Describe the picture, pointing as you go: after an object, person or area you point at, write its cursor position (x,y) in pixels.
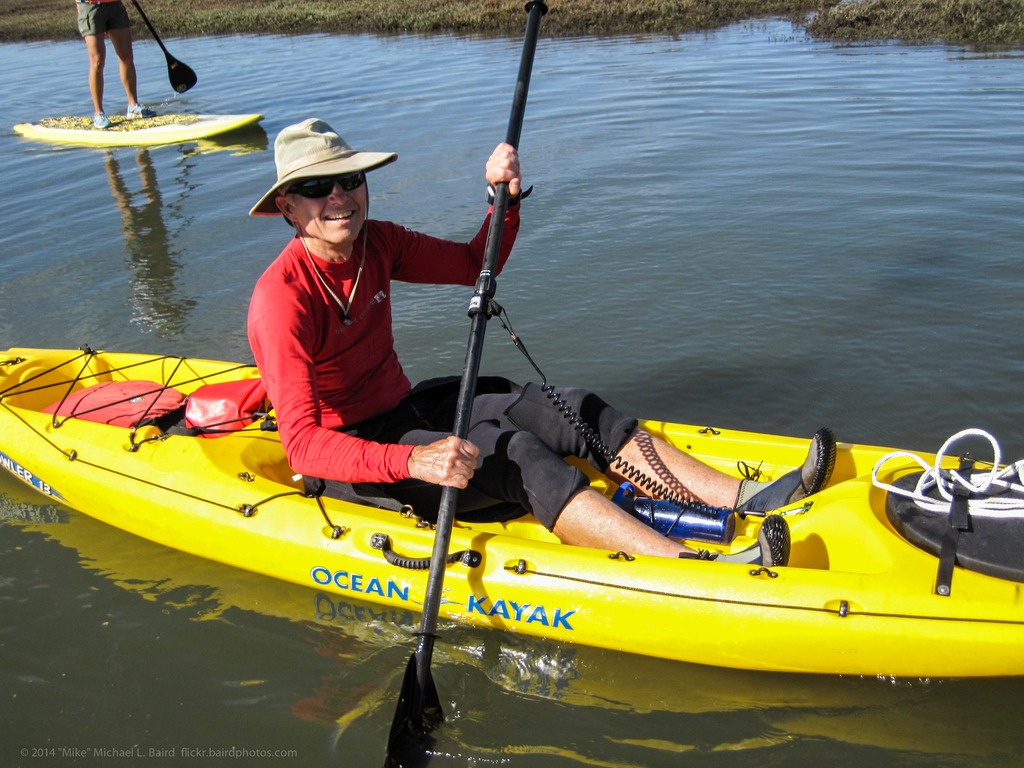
In this image there is a person (346,401) sitting on a boat (504,551), which is in the river (510,349), behind him there is another person (117,36) standing on the boat (151,123).
